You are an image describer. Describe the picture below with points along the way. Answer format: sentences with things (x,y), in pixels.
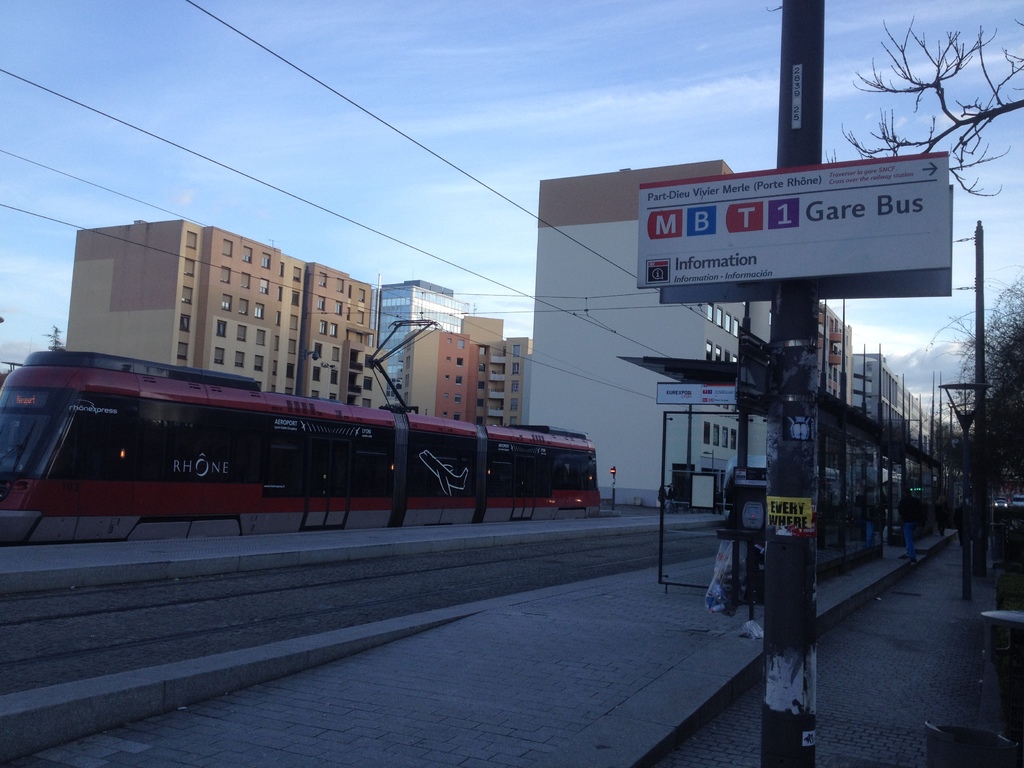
This is a platform (535,689) where I can see a shed (855,461). on the left side (80,499) there is a vehicle (307,471) which is in red color. In the background (242,339) there are some buildings (465,321). On the right side (990,427), I can see few pillars (968,447) and trees (1013,390). On the top of the image (430,90) I can see the sky (477,59) and wires (354,104).
